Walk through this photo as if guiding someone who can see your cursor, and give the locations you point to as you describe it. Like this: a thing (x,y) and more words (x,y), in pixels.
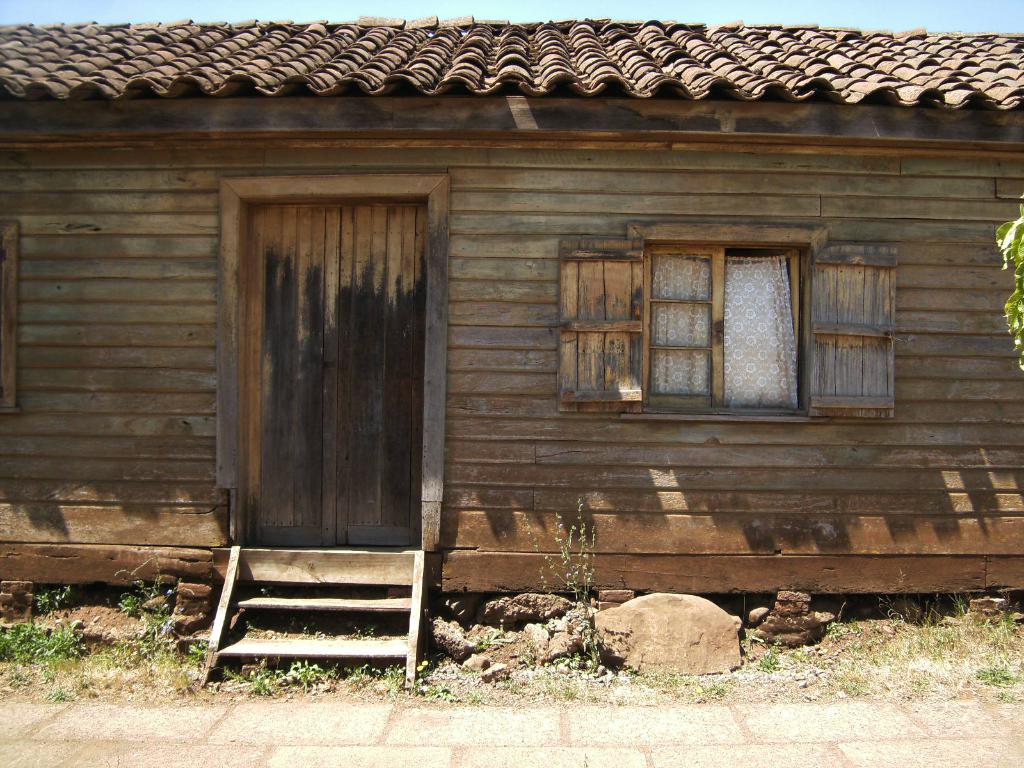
This picture is taken from the outside of the house (907,497) and it is sunny. In this image, in the middle (346,492), we can see a door (384,320), staircase (394,553). On the right side of the house (711,287), we can also see a window (715,275), in the window (797,251), we can see a curtain (785,335). At the top (221,41), we can see a roof (450,49) and a sky (663,14), at the bottom (534,721), we can see some stones (823,636) and a land (714,683).
